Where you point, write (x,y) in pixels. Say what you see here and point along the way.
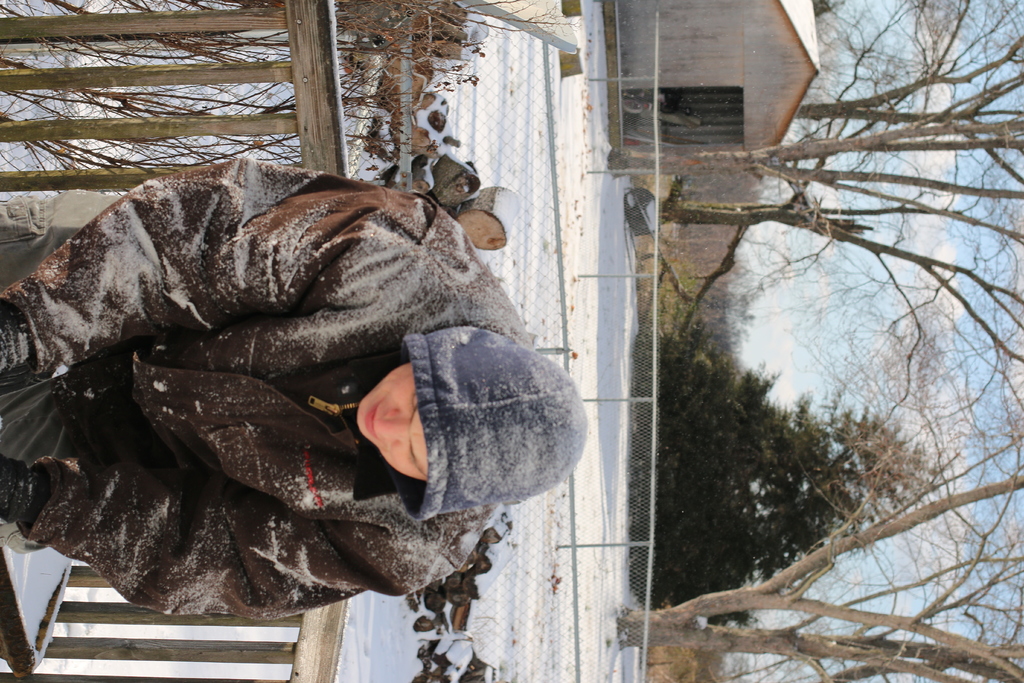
In the image we can see a person (310,426) wearing clothes (301,445) and gloves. Behind the person (136,376) there is a fence (312,43), wood log (489,201), trees (745,464) and a cloudy pale blue sky (956,310). This is a house (695,133).
